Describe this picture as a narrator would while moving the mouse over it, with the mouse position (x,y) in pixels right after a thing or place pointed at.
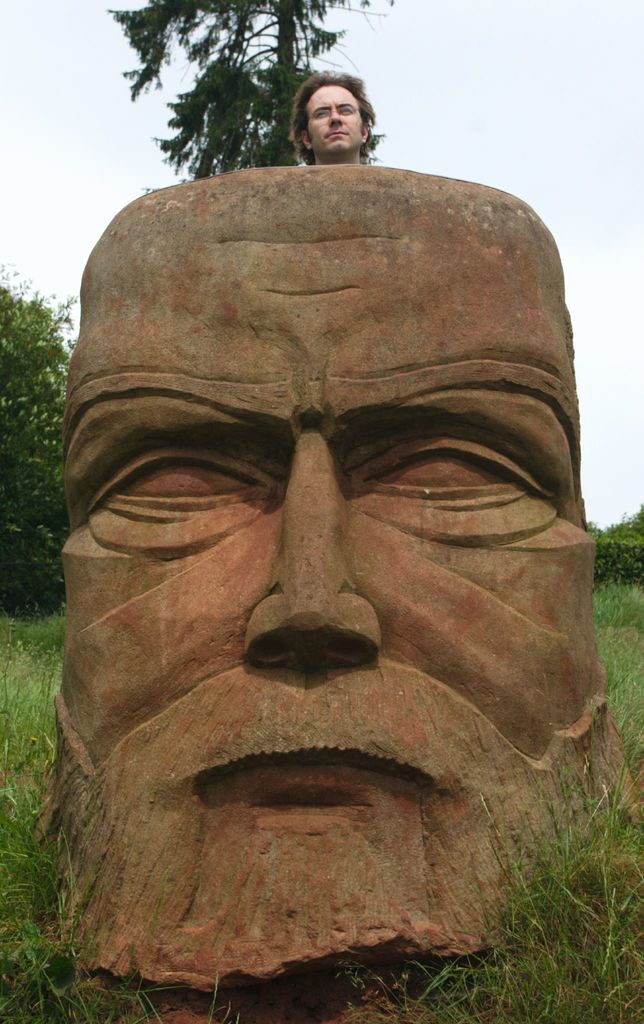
In the image there is a man (346,146) standing behind a statue (193,513) of a face (510,754), in the back (23,562) there are trees (54,435) on the grassland (623,615) and above its sky (471,98).
